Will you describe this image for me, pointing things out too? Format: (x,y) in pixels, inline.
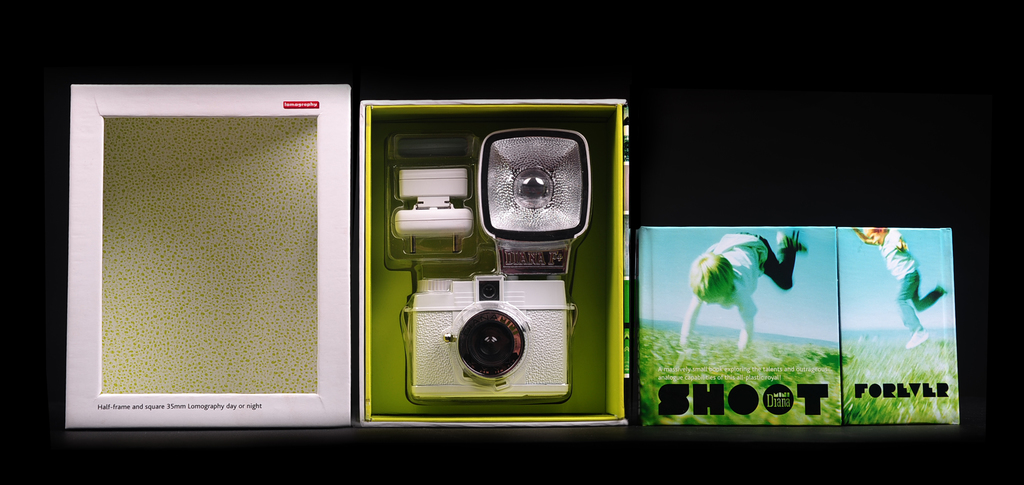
In this picture I can see a box (396,312) in which we can see a camera (446,305) placed in it, side we can see a images (809,341) of a boy (714,281) playing and also we can see some text (813,388).
